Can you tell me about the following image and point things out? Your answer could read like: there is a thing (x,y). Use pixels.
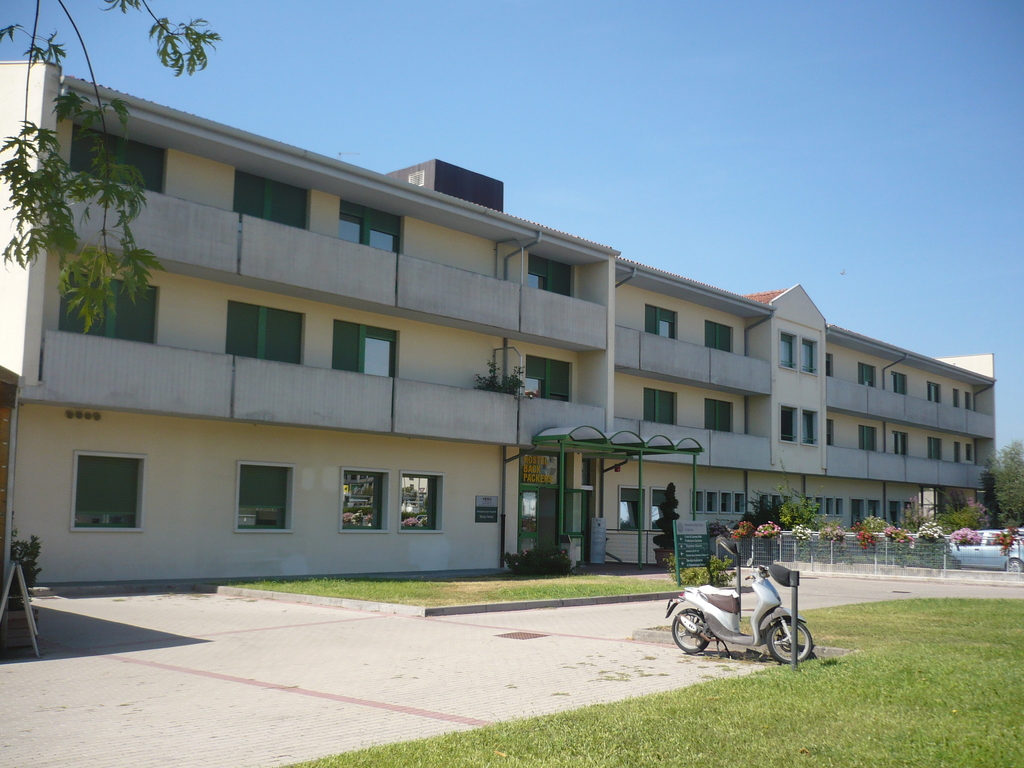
In the foreground (835,632) I can see a bike (766,608) on the road (608,637), grass (695,716), board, fence (843,550), flowering plants (852,531) and vehicles (1015,569). In the background (6,397) I can see buildings (654,473), windows (663,418), doors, poles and the sky (578,5). This image is taken may be during a sunny day.
